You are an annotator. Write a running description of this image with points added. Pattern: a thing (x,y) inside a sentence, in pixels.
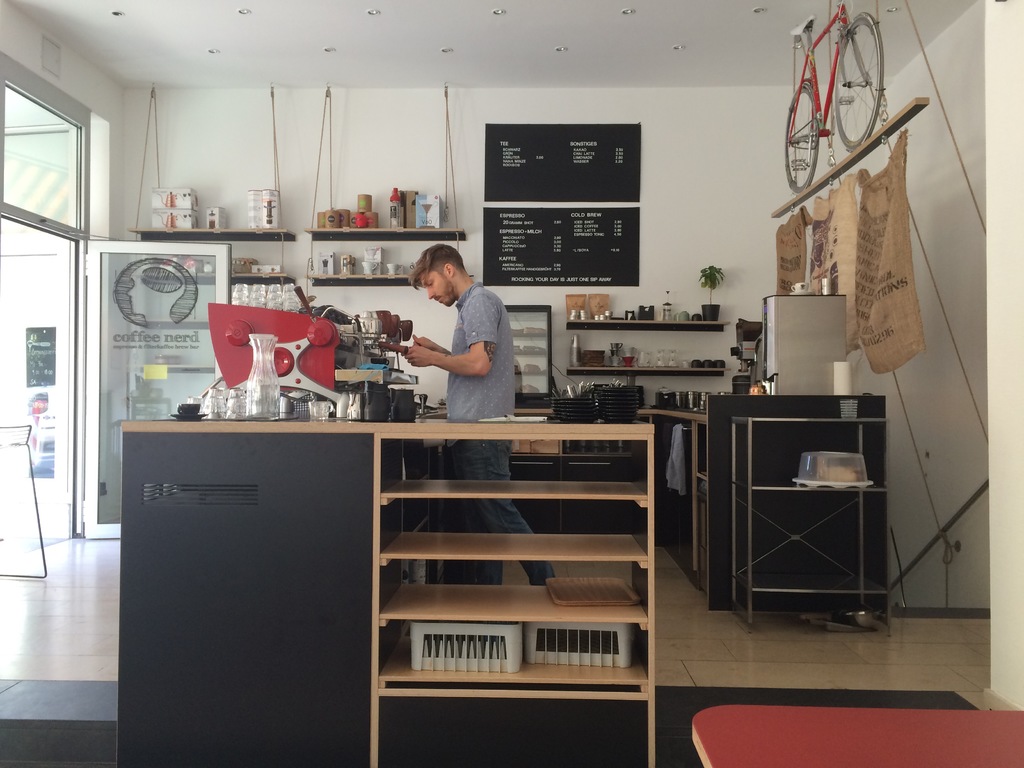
In this image, we can see a person (479,576) standing. We can see a table (416,482) with some shelves (493,608) and objects (557,628) in it. We can also see the wall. We can see a bicycle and the door (172,312). We can also see some posters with text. We can see the ground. We can see a red colored object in the bottom right corner (781,728). We can also see some shelves (764,550) with objects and some posters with text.
